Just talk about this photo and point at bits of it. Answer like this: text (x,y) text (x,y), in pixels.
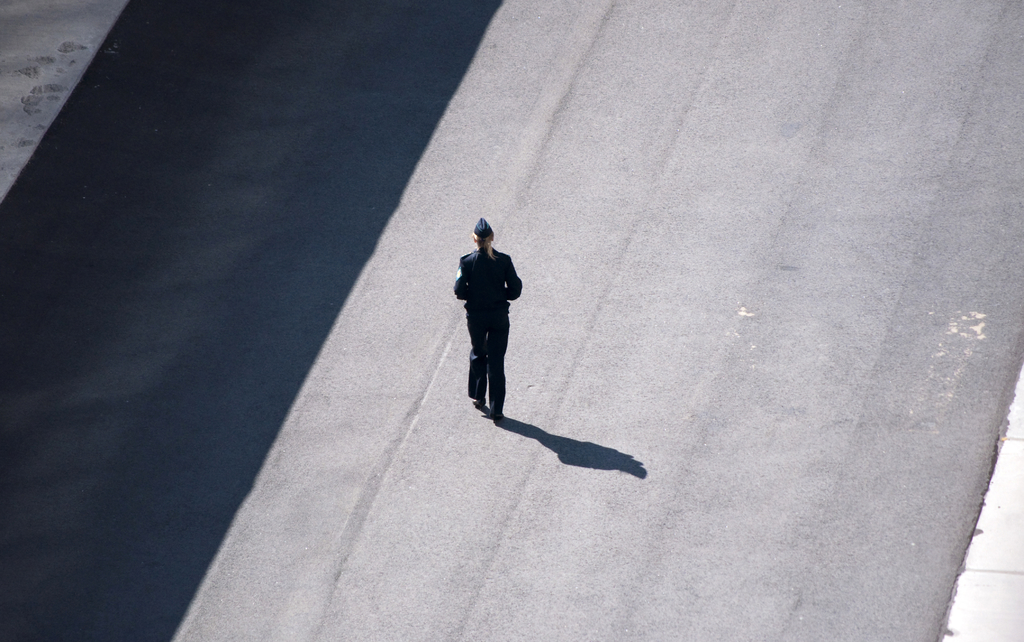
In this picture I can see a person (485,330) is standing. The person (476,310) is wearing a uniform (472,300) and a cap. Here I can see shadows (586,445) on the ground (610,462).
